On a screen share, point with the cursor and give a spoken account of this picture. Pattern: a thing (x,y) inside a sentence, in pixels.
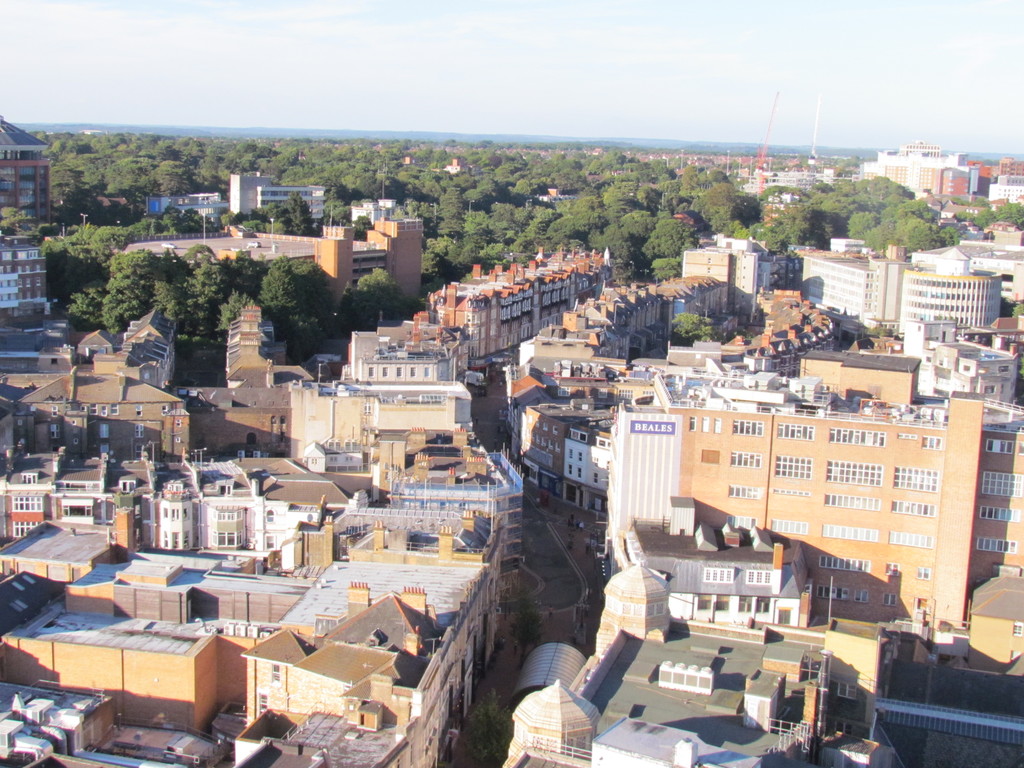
In this image I can see some people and the vehicles (479,375) on the road (513,671). I can see the buildings (422,484). In the background (481,214), I can see the trees (417,176) and clouds (270,57) in the sky (424,81).
